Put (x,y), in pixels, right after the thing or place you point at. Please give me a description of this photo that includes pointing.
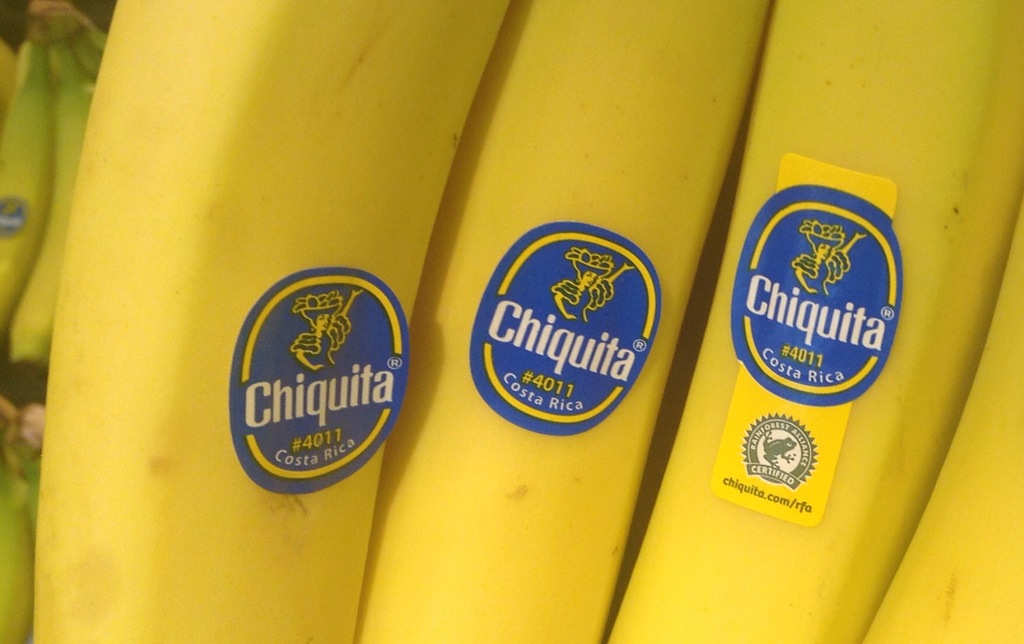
In the image I can see some bananas (842,144) with some labels (317,407) on it.
